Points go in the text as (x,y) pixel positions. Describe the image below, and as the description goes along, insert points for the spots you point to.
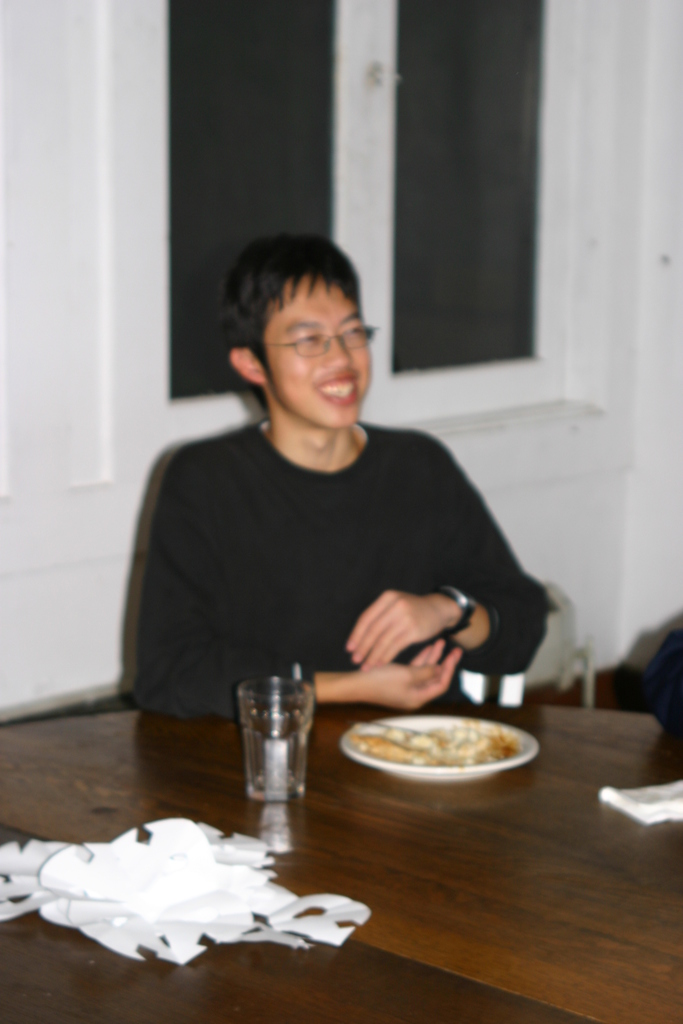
In the foreground of this image (344,485), there is a man (318,583) in black dress (361,582) sitting near table (474,714) having plate (350,733), glass (245,747), and papers (250,854) on the table (446,853). In the background (58,185), there is a white wall (90,169) and a window (340,155).
